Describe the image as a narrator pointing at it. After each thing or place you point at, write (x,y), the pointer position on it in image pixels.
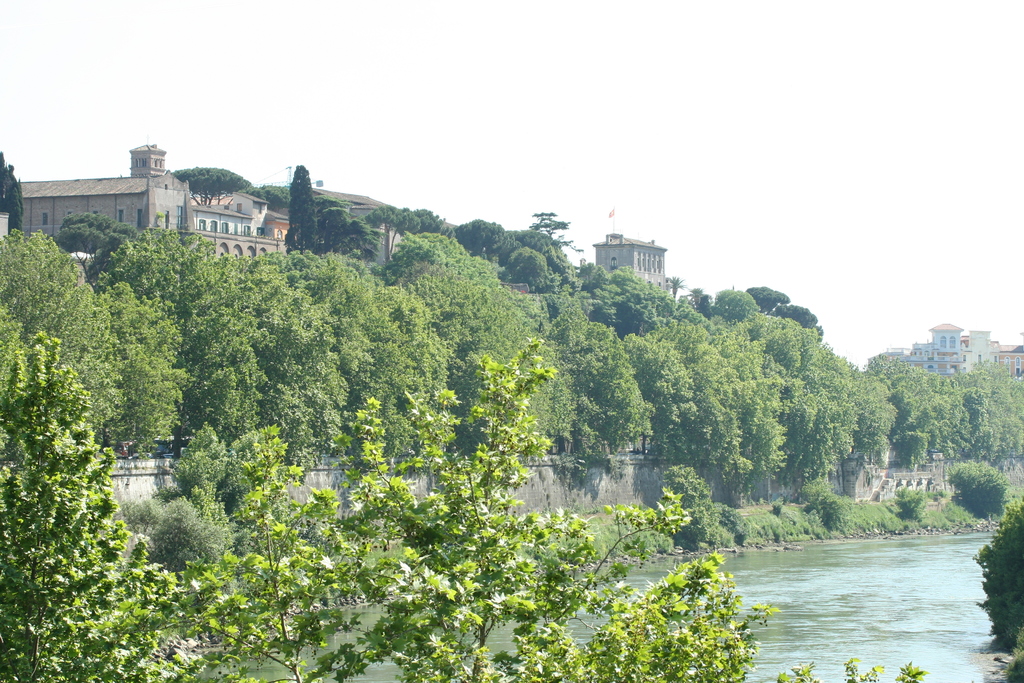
In this image we can see water (835,622). Also there are trees (392,438) and plants (440,469). There is a wall (849,473). And there are many buildings (268,234). In the background (557,119) there is sky (608,140).
